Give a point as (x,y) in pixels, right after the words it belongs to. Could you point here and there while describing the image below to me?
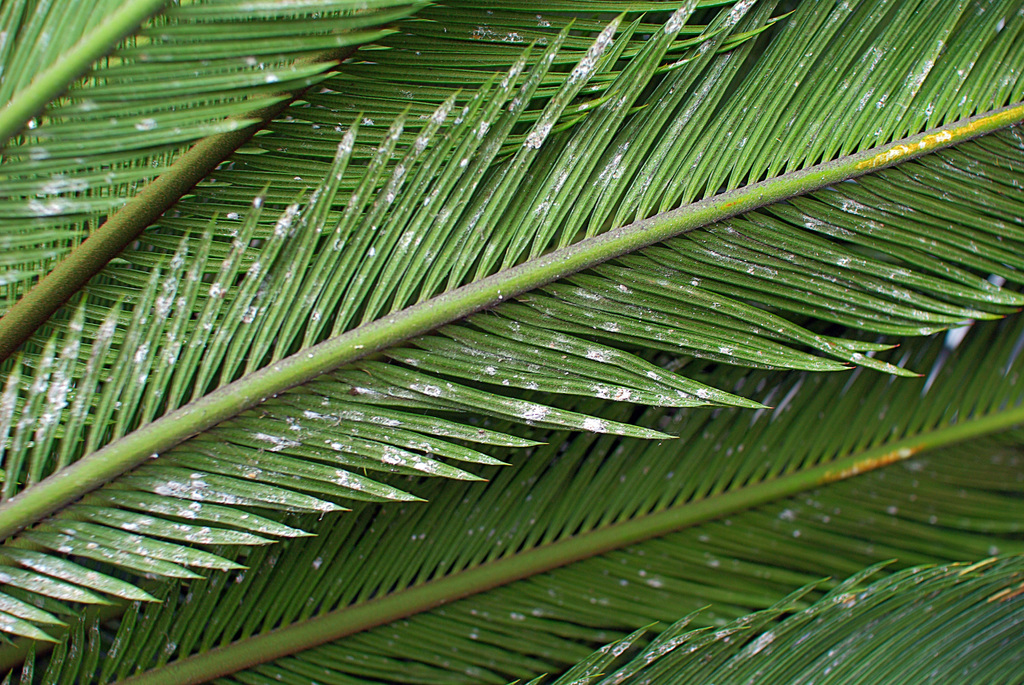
These are the leaves (461,478) of a green trees (590,545).
